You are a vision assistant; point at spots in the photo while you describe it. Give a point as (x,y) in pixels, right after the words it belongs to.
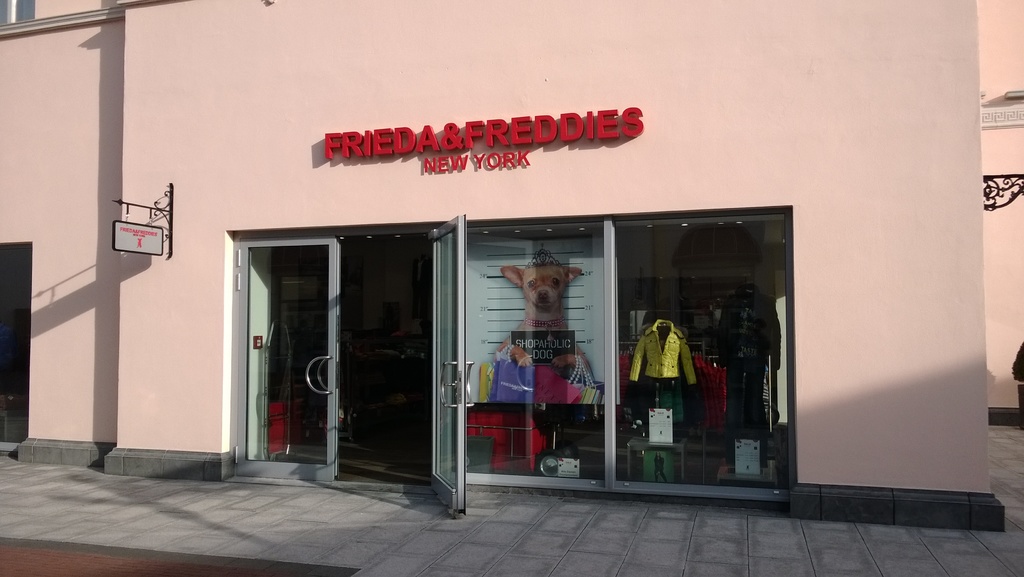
In this picture i see a building (675,301) and we see text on the wall (473,161) of the building (383,222) and we see glass doors (435,303) and we see couple of mannequins (754,399) with clothes (731,391) from the glass (778,366) and we see a board (130,225) on the left side hanging to the wall (175,218).
